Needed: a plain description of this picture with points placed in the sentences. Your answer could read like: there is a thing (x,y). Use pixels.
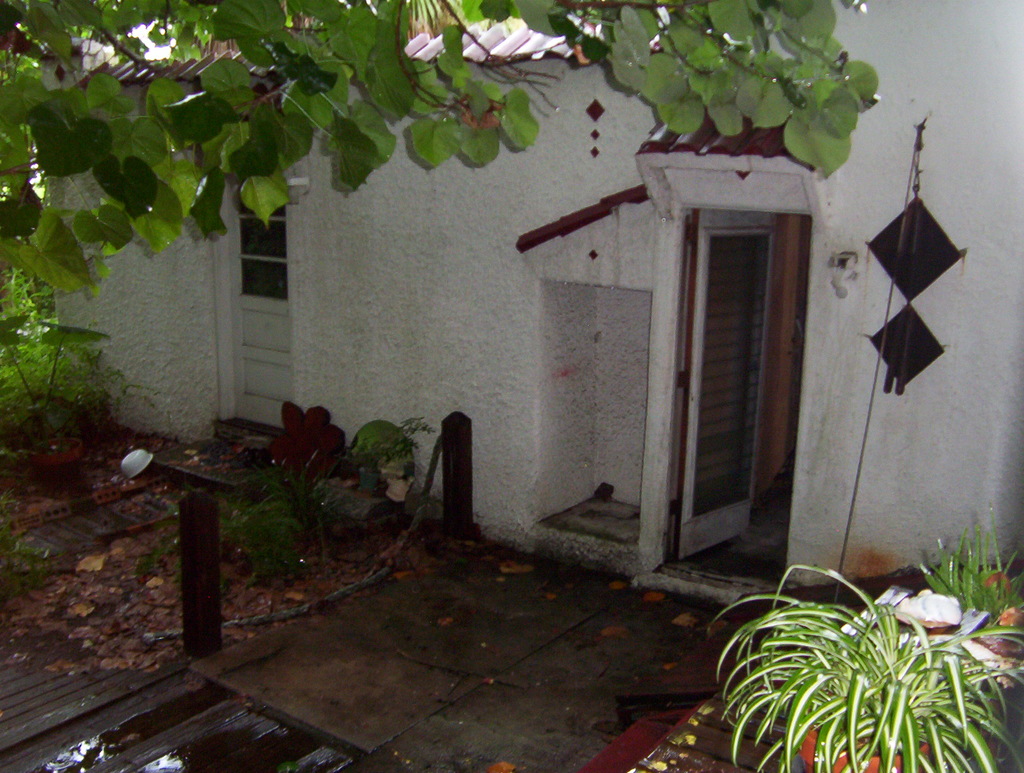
In this image I can see a home (251,267) doors (247,253) of the house (755,357), trees (181,114) and potted plants (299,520) on the ground (288,682) I can see some metal objects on the right hand side of the image (887,342).
